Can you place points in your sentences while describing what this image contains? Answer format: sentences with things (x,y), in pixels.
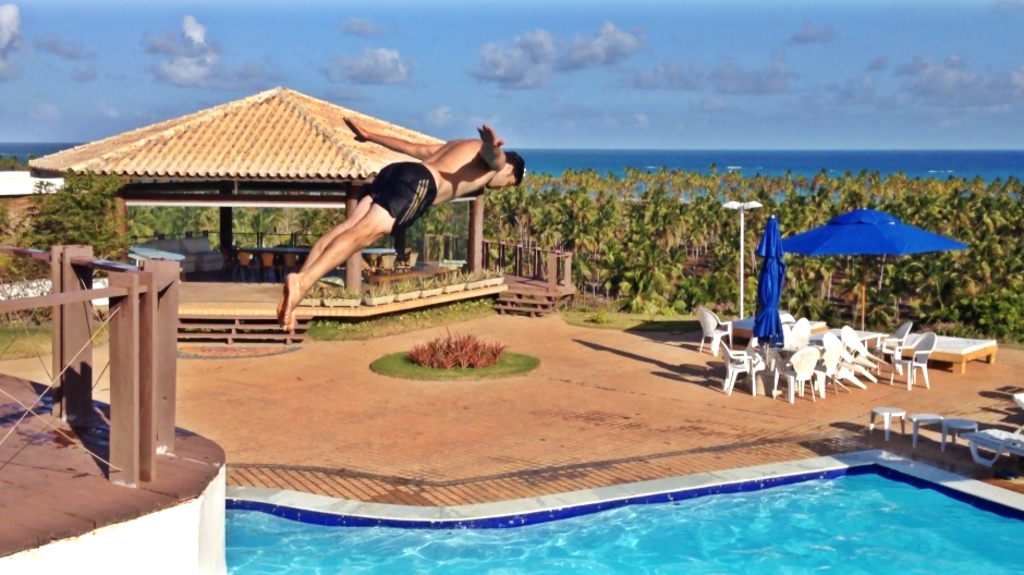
In this image we can see a person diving into the pool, there are some trees (624,287), tables (777,363), plants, trees (626,236) and umbrellas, also we can see a shed (297,182) and a pole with lights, in the background (567,81) we can see the sky (567,80) with clouds (666,79).
